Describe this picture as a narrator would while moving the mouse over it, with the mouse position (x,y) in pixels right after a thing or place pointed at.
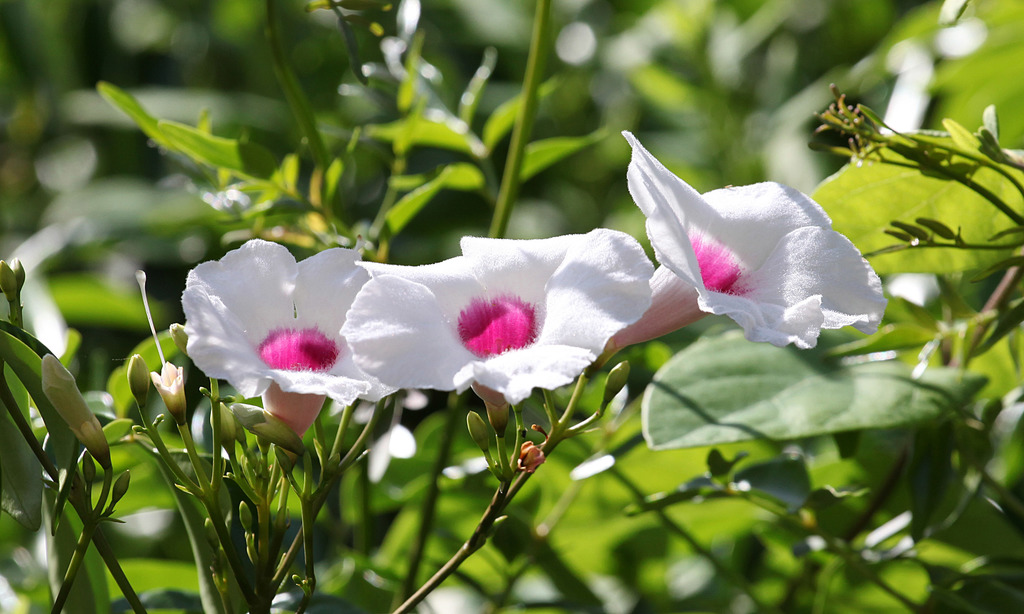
In the picture we can see a plant (102,549) to it, we can see few flowers (500,318) which are white in color with some pink color in the middle of the flower (476,376).
